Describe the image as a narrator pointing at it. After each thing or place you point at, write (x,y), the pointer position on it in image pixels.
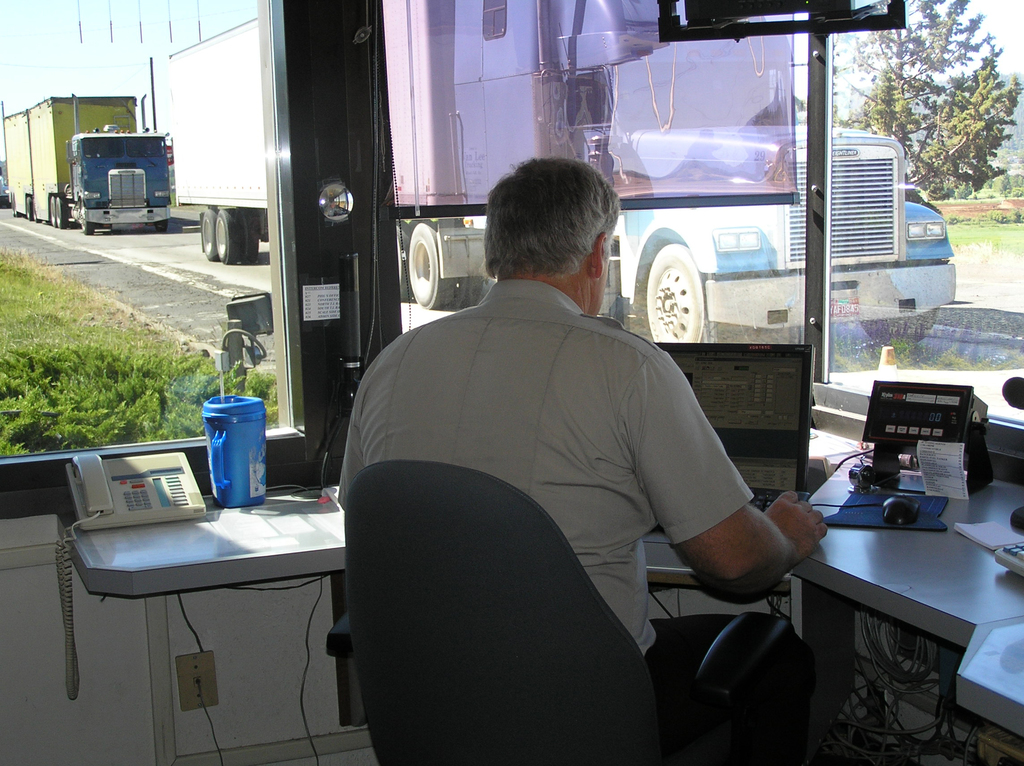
In this picture we can see man (567,377) sitting in chair (561,639) and working on laptop (721,403) beside to him there is a telephone (179,490), jug (239,453), some machine (887,426), mouse (904,502) and here we see glass (547,88) and from glass (618,100) we can see vehicle (185,97), road (127,293), grass (43,324), tree (914,117).
